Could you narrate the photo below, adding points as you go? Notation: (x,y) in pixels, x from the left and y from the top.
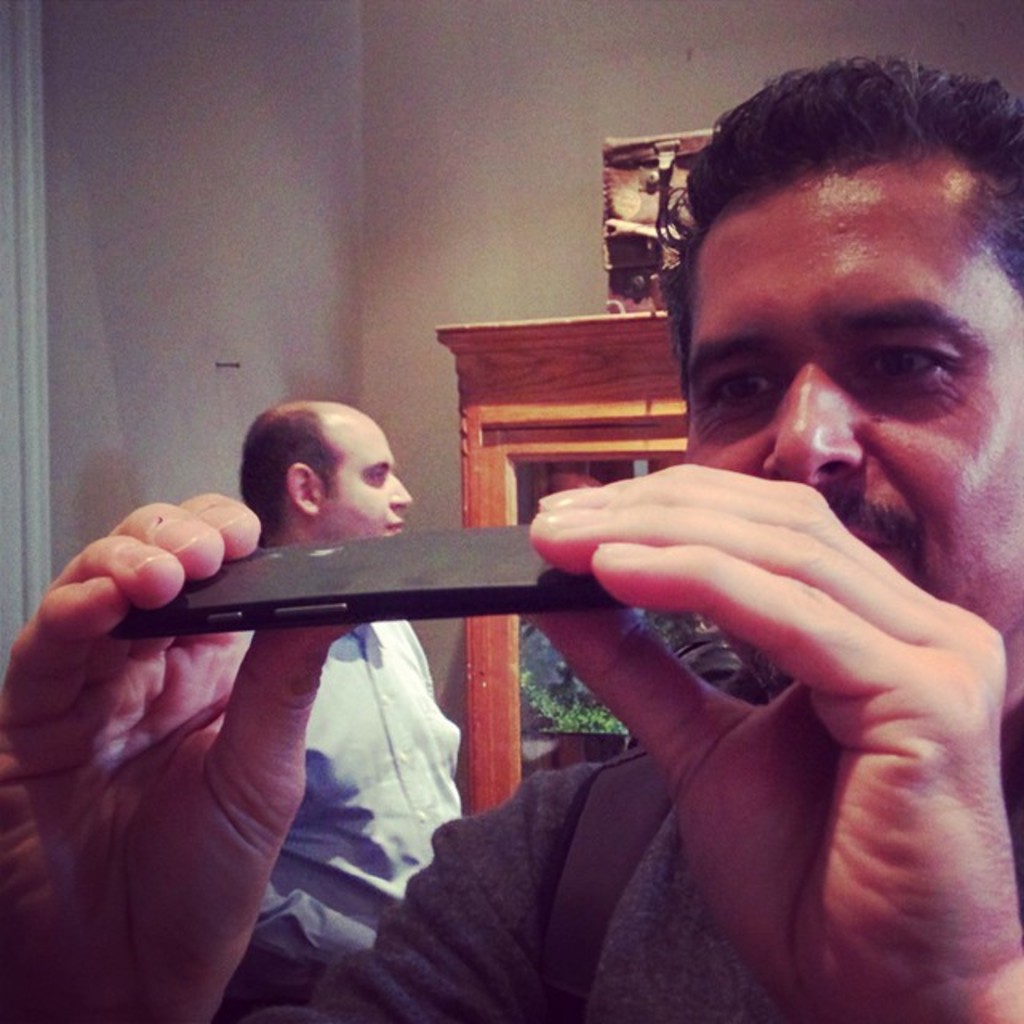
In this image in the center (343,672) there are persons (405,675). In the front (838,725) the man (840,823) is holding a mobile phone (405,602) which is black in colour. In the background (554,468) there is a cupboard (562,437) and on the cupboard (526,377) there is an object (641,220).
